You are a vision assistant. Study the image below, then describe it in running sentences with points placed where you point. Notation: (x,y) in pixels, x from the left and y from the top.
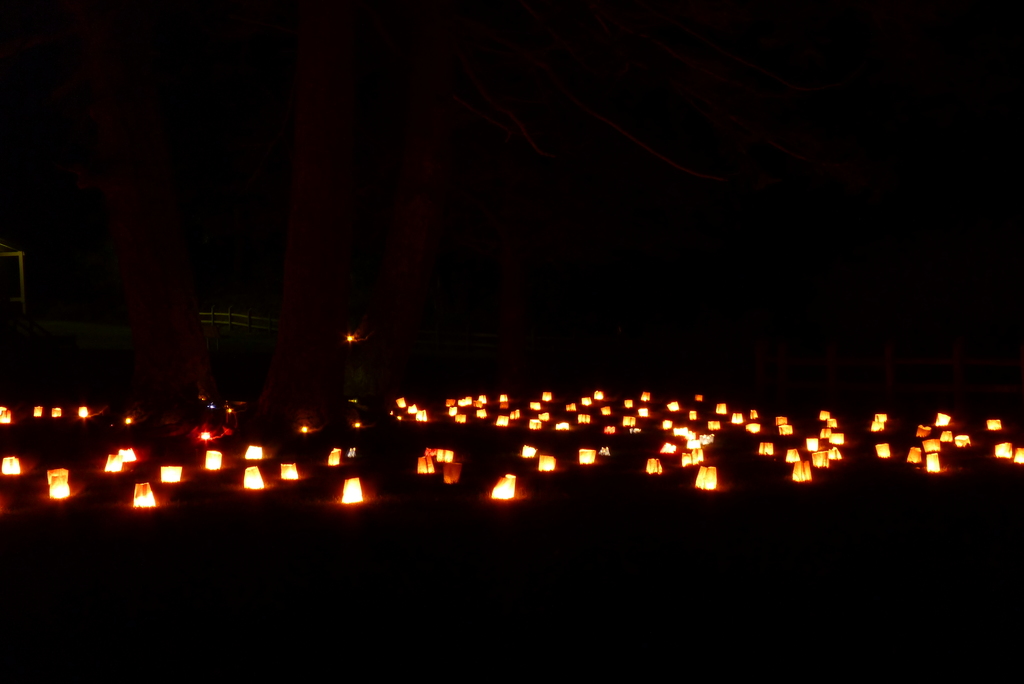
In this picture I can see few lights (402,398) and the picture is taken in the dark.
